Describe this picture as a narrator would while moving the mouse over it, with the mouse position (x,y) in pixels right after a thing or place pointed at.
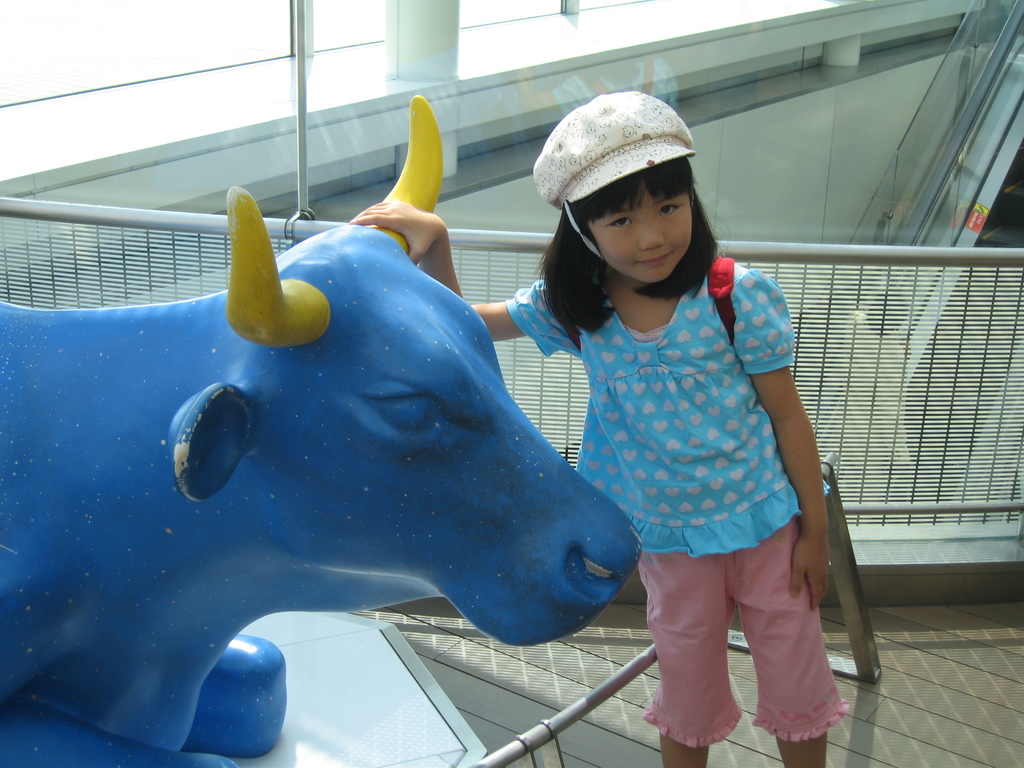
In this image there is a statue (275,380) of a bull (328,363). Beside the bull (532,520) there is a girl (705,610). Behind her there is a metal fence (98,269). In the background of the image (842,38) there are pillars (854,41). On the right side of the image (897,227) there is a escalator (927,236).
